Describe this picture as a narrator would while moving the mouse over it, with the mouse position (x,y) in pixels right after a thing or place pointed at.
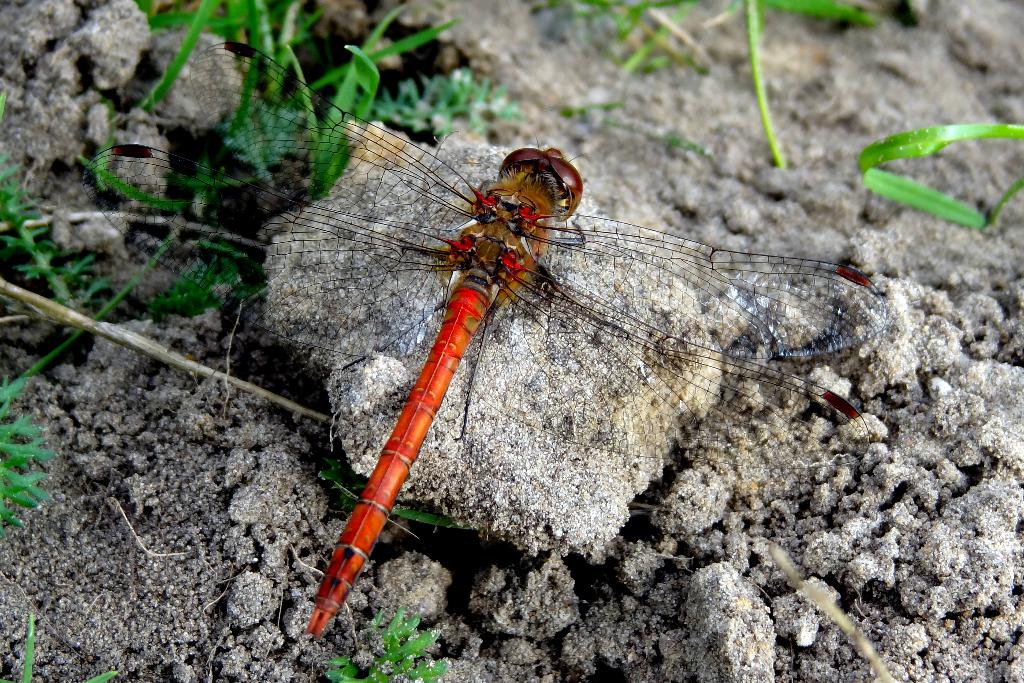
In this picture, we see the dragonfly (560,253). It is in red color. At the bottom (646,483), we see the soil (554,615) and the herbs (23,482). This picture is blurred in the background (637,144).
